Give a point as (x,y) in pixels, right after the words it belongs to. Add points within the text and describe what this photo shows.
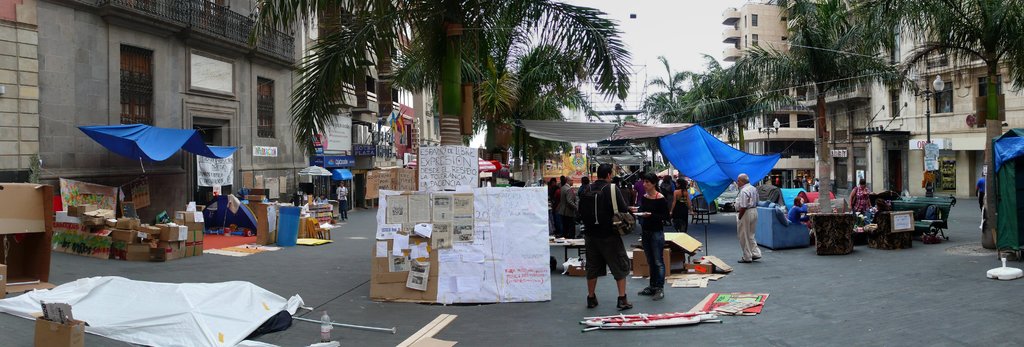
In this image we can see street vendors (322,173), polythene sheets (178,136), cardboard cartons (392,275), papers (457,261) attached to the cardboard (394,293), trees (438,95), buildings (187,74), railings (220,32), persons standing on the road (336,279) and sky (645,39).
